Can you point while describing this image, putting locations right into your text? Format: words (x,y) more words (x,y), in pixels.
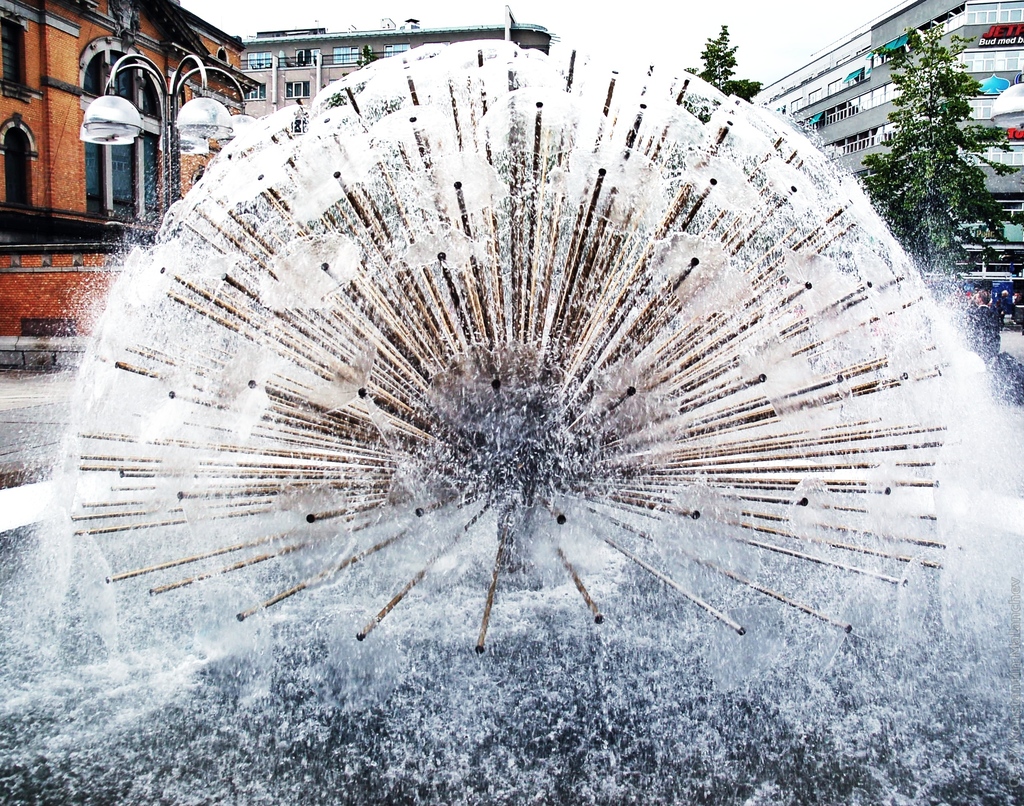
Here we can see water fountain (491,242). On the background (787,109) we can see buildings (48,160), trees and sky (712,29).
